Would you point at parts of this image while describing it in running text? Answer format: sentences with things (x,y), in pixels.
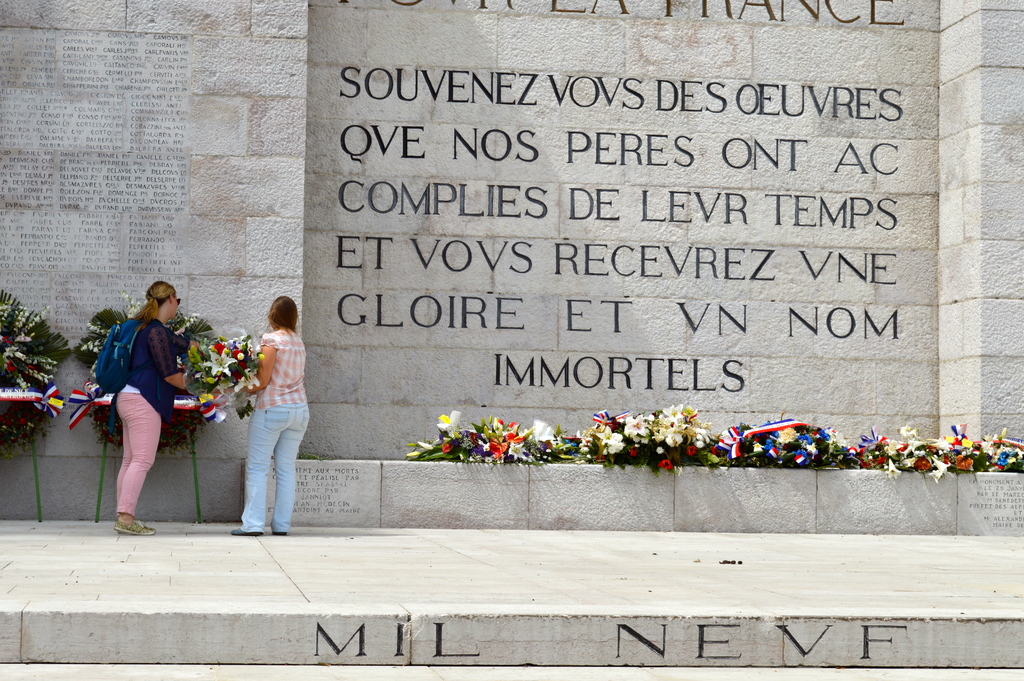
In this image in front (396,619) there is some text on the concrete platform (473,619). On the left side of the image (287,375) there are two people (292,401) holding the bouquets (248,366). Behind them there are stands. On top of it there are flower bouquets (86,359). In the center of the image (413,317) there is a wall (554,259) with some text (718,318) on it. In front of the wall (631,399) there are flower bouquets (638,447) on the platform (328,488).
